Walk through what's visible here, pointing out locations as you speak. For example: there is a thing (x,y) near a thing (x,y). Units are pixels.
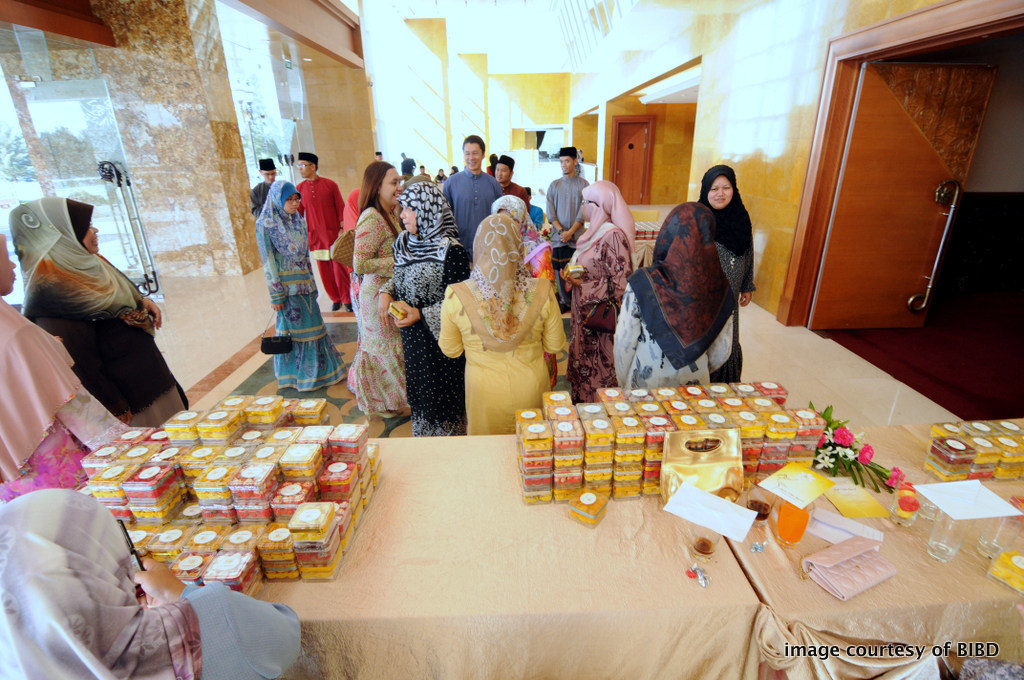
In this picture most of the ladies (484,252) and gents (314,183) are standing. On the table (510,604) there is a cloth (508,628) and boxes (232,488). And we can also see a wallet (825,560), glass (955,540), flowers (867,473). Into the right side (952,147) there is a door (904,236). On to the left side (104,174) there is a glass door (112,182).
